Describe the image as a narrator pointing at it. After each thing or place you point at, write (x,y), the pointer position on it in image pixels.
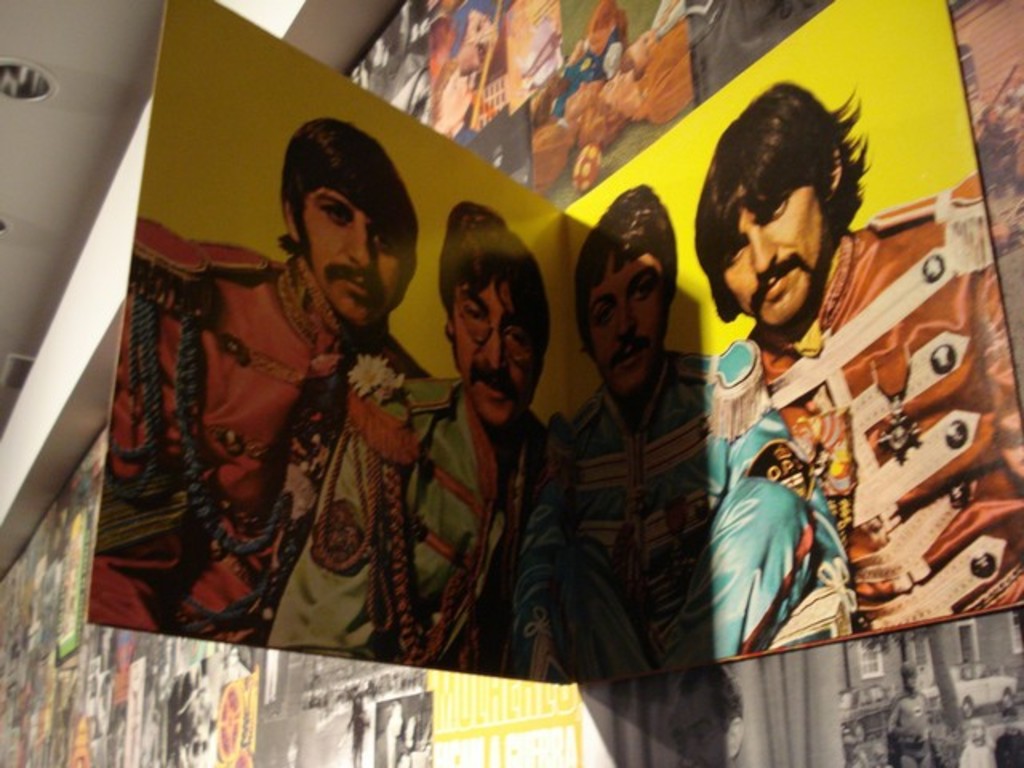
In the picture we can see a wall (981,758) with full of photos (980,765), paintings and we can also see a board (869,161) which is yellow in color and four person images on it and to the ceiling (120,203) we can see the lights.
